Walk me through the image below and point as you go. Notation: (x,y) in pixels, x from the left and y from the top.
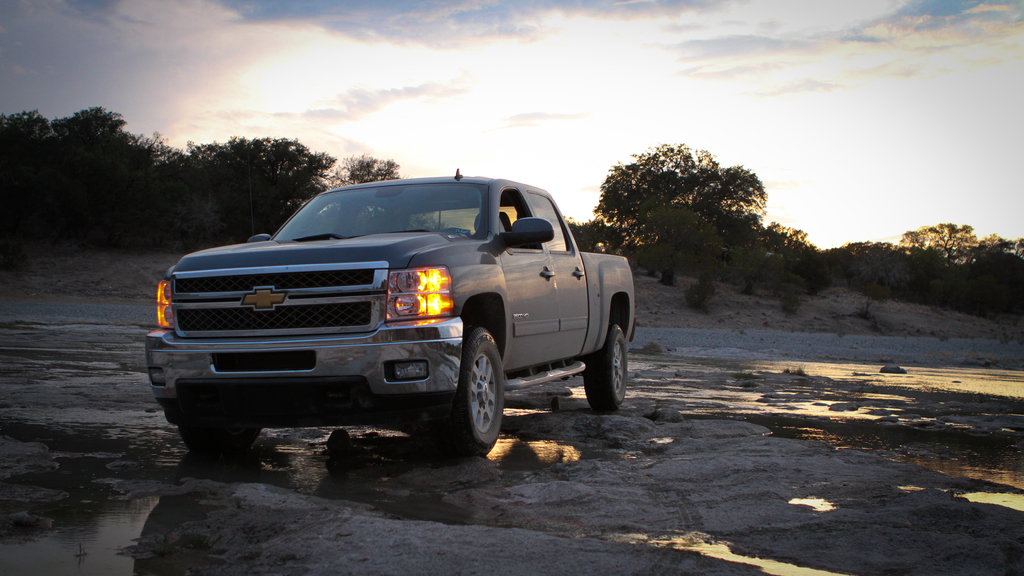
In the image we can see a vehicle (394,273) and these are the headlights (392,311) of the vehicle (214,312). Here we can see the water (316,450), trees (774,257) and the cloudy sky (409,97).
